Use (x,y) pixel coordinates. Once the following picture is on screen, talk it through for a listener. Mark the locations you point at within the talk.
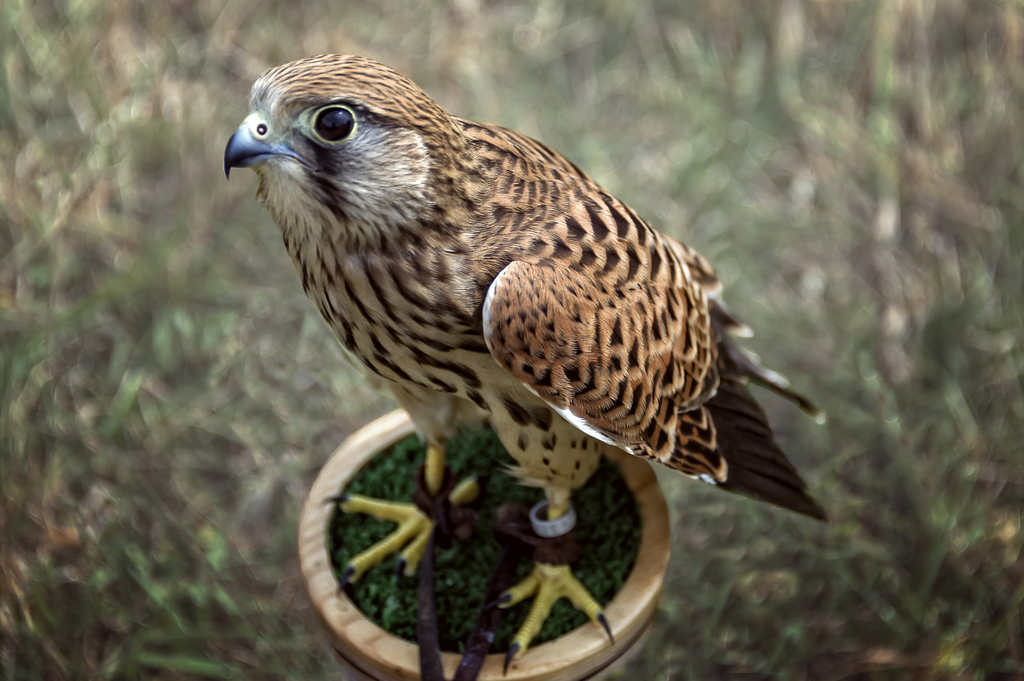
As we can see in the image there is a bird (410,275) and pot (662,524). The background (873,133) is blurred.
